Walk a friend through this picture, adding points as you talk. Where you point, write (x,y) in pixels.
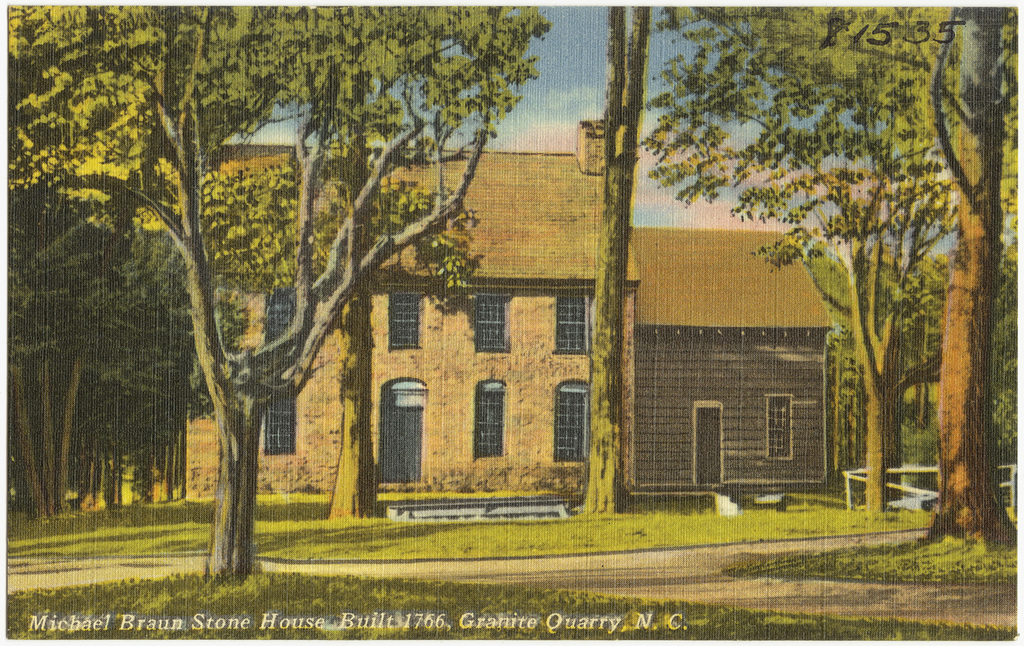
This image consists of a poster (330,399). In which there is a house (463,422) along with windows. In the front (975,405), there are trees (975,405). At the bottom (633,531), there is a grass (687,531). At the top (560,95), there is sky (590,69).
